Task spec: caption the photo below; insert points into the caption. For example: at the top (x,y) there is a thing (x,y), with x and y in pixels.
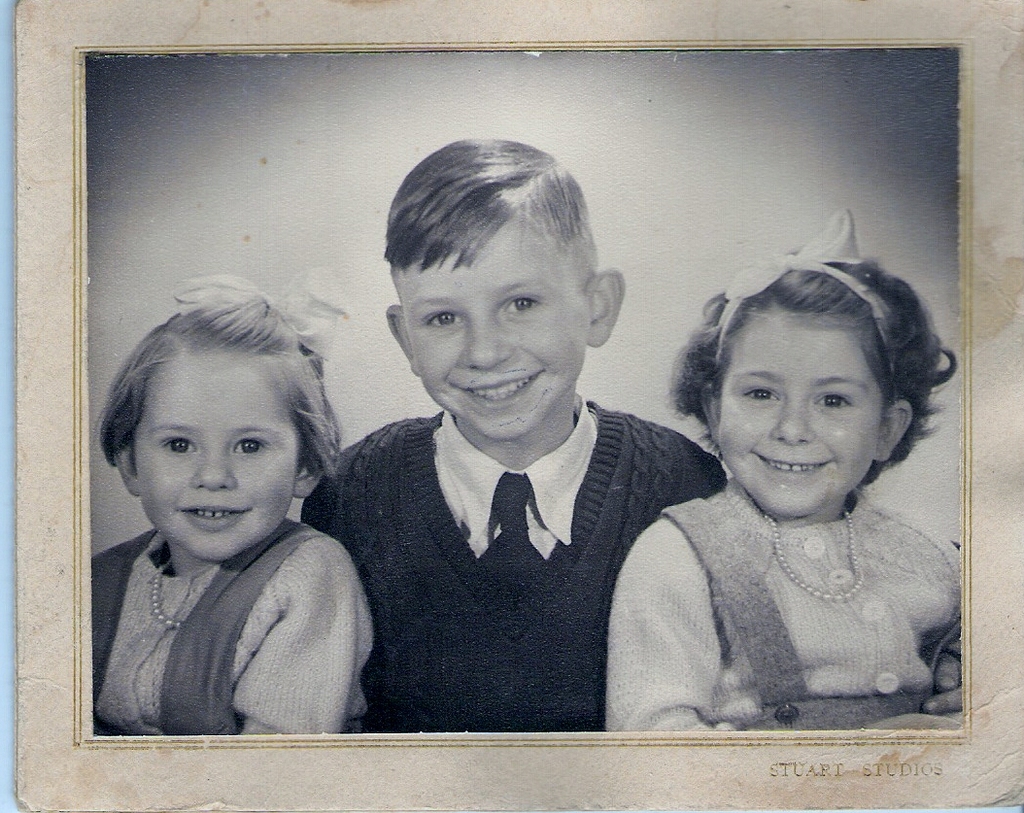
In this image we can see the photograph of the smiling girls (260,664) and a boy (464,365). In the bottom right corner (918,770) we can see the text (868,773).
